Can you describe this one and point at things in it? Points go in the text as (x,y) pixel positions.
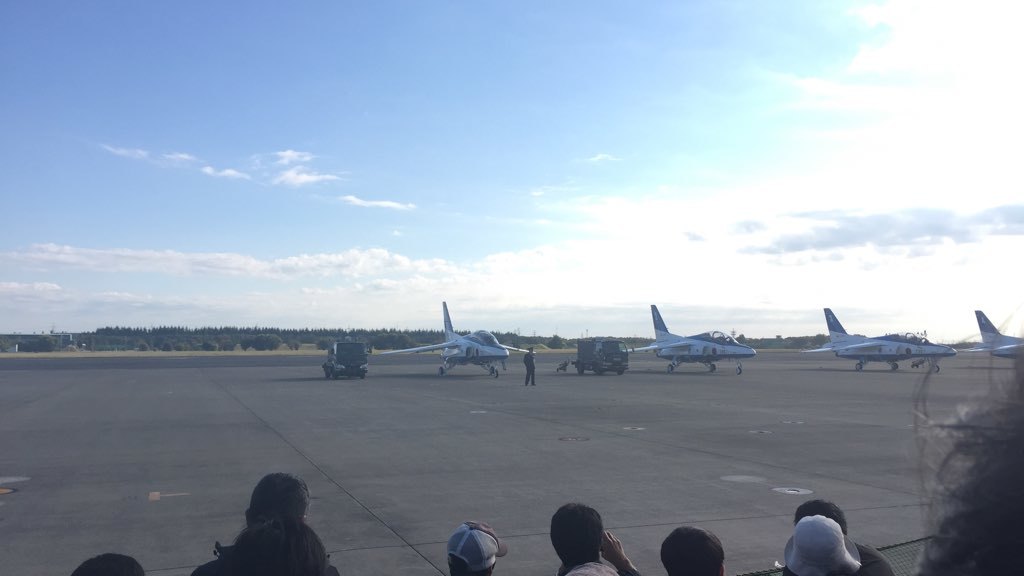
In this image I can see the group of people (288,549). I can see two people (454,556) with cap (452,535) and hat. In the background (530,359) I can see one more person (534,373) standing to the side of an aircraft's (441,339) and vehicles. I can also see many trees (225,345), clouds (267,263) and the sky (164,55) in the back (164,55).
